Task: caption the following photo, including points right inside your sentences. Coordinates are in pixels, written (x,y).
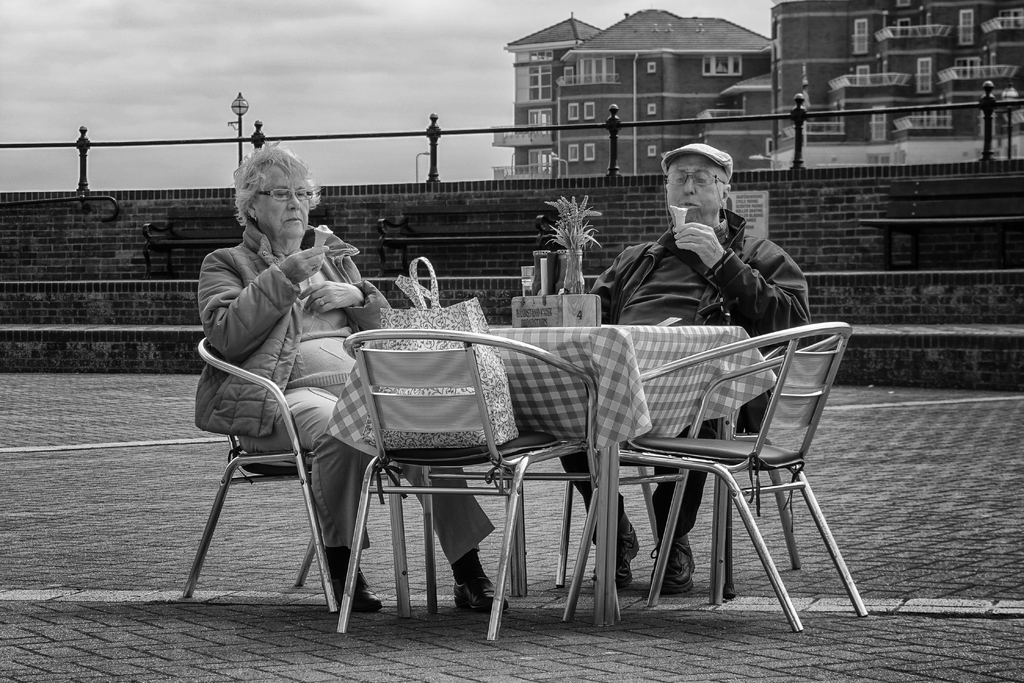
In this picture these two persons (266,414) sitting on the chair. There is a table (578,352). On the table (565,334) we can see box (556,306), bottle (575,269), plant (561,238), cloth (599,358). We can see chairs (811,494). On the chair (453,375) we can see bag (434,294). On the background (429,197) we can see wall (400,201), sky (301,62) with clouds (319,43), building (773,63). This is floor (227,581). This person (786,314) wear cap (712,151).
